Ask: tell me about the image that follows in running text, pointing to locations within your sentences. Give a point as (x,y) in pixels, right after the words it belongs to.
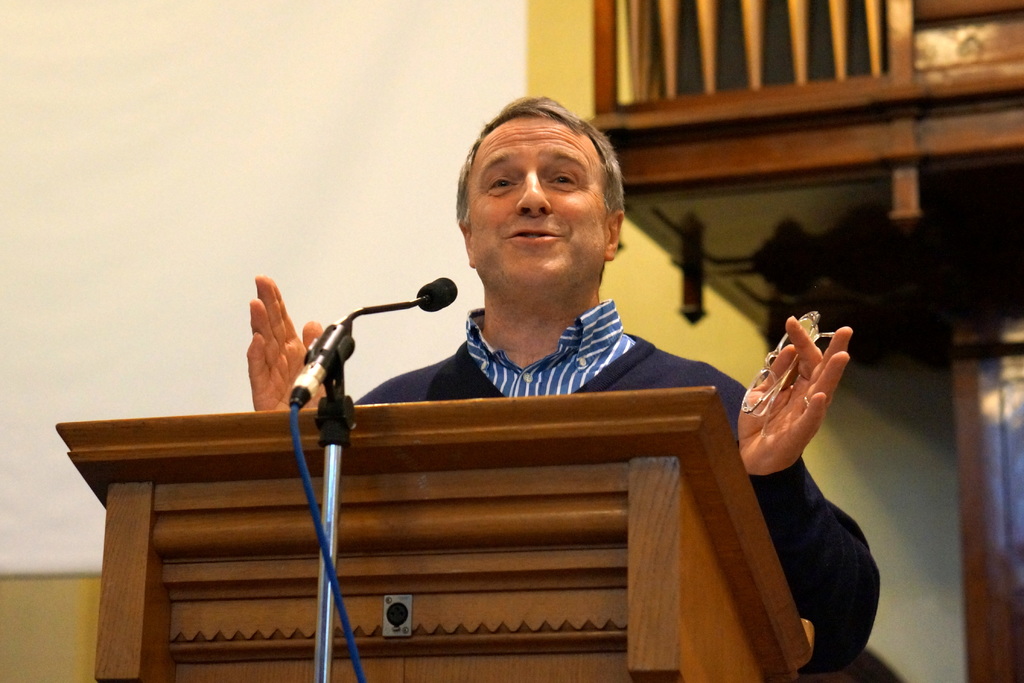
In this image there is a person (819,620) standing in front of table (413,558) and speaking in microphone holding glasses (763,409), behind him there are some shelves (972,130).
